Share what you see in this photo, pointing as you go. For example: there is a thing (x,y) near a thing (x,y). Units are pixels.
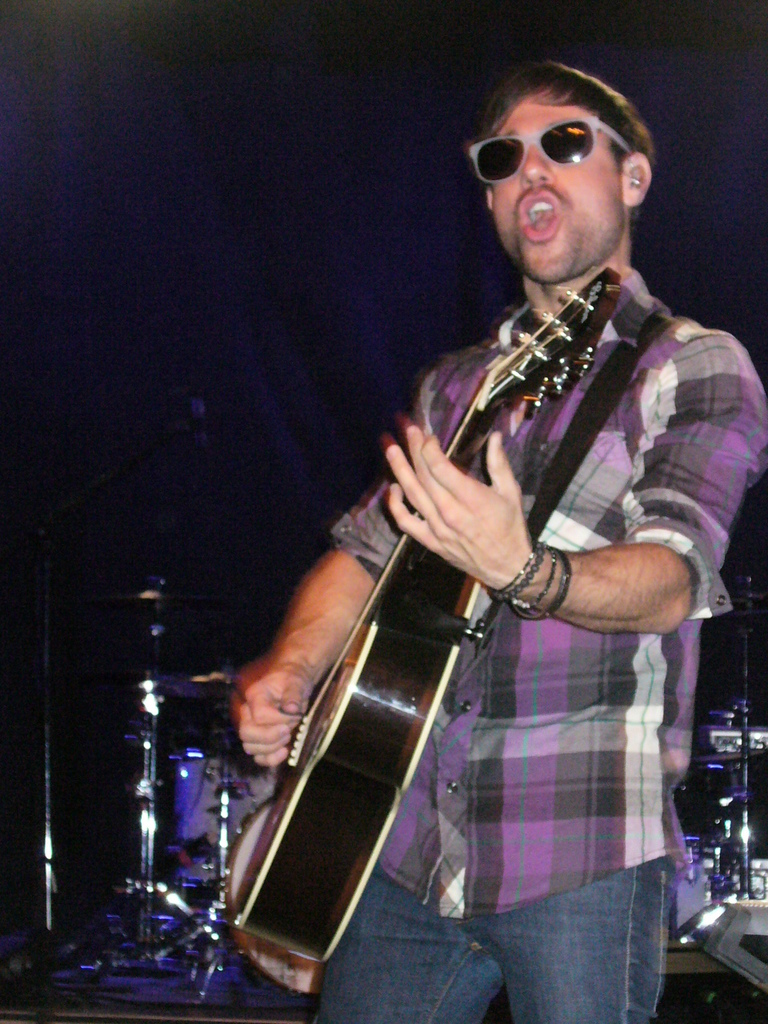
A person (390,451) is standing and playing a guitar (246,914) in this image. Few musical instruments (162,632) are at the back of this person (622,140). This person (569,217) is wearing a goggles (507,150) and has some bracelet (512,601) in his hand (510,560).
